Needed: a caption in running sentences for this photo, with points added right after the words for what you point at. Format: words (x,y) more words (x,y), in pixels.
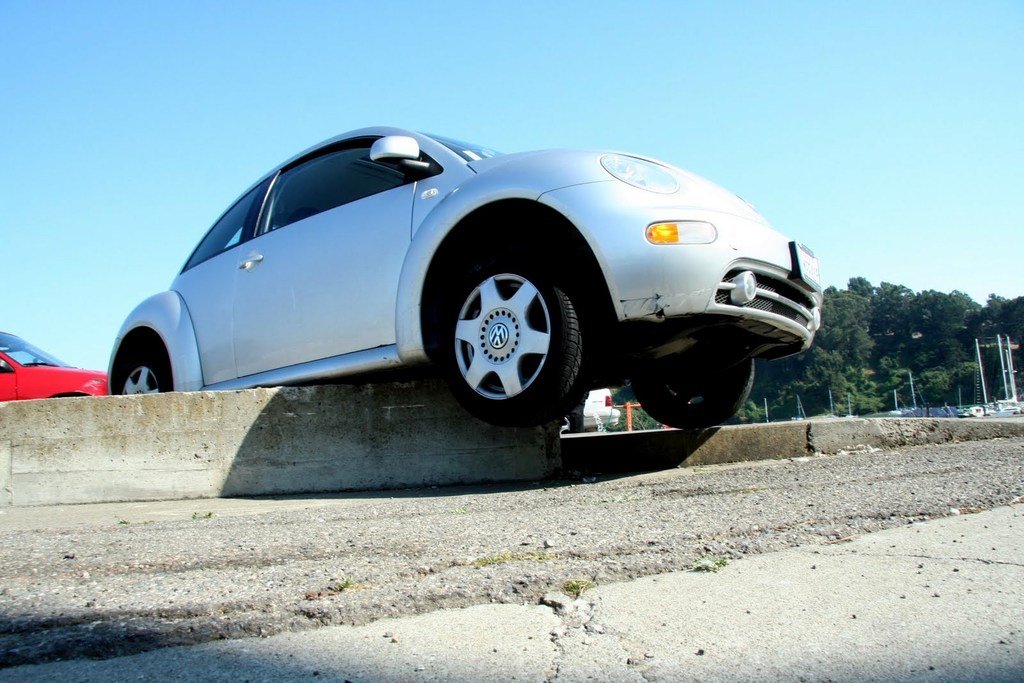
In the background (823,338) we can see the sky (16,241), objects (1009,361) and trees (992,370). In this picture we can see vehicles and road (395,524).
